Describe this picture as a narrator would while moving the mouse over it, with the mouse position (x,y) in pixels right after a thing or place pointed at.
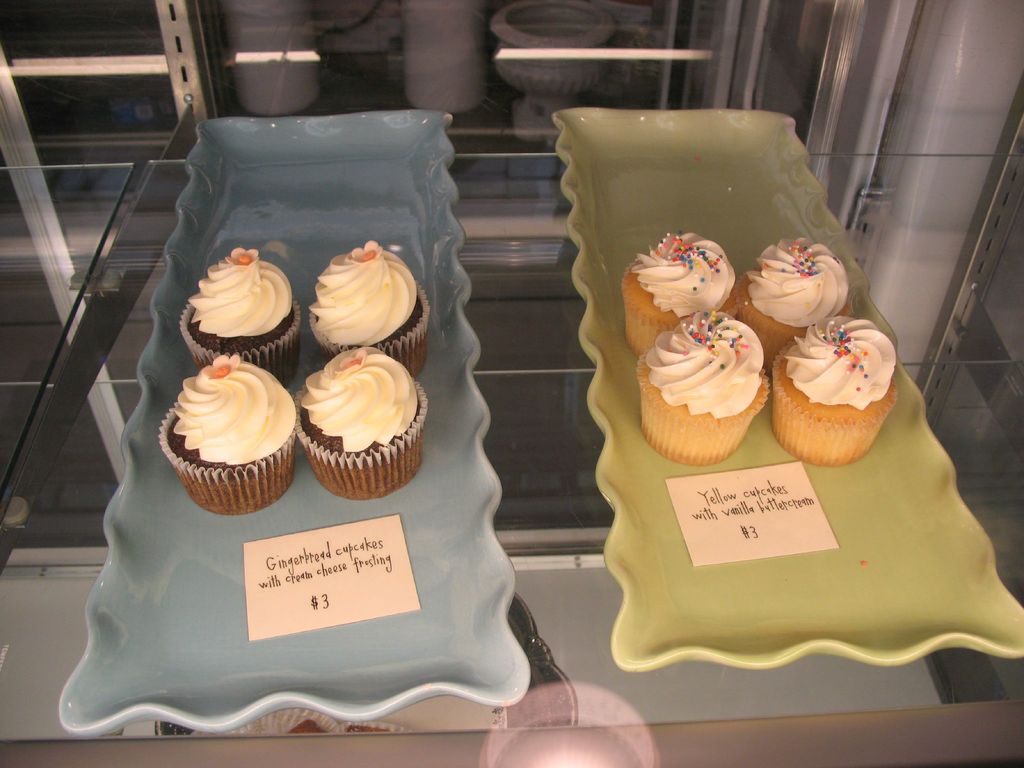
In this image, we can see a glass table (587,712). On that glass table (587,712), we can see two trays (134,477), on the trays (301,469), we can see cup cake (357,476) and a paper (355,565) with some text (339,557) written on it. In the background (451,8), we can see the pillars (176,27) and light (654,57).
